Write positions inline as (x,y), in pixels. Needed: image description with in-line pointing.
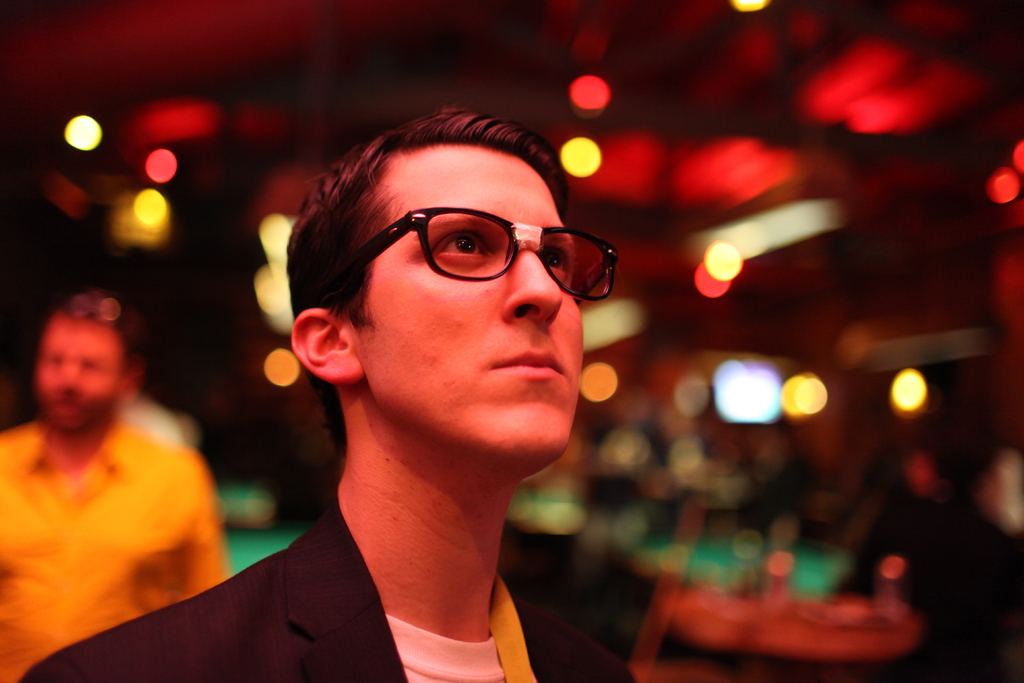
In this picture we can observe a person (341,615). He is wearing a black color coat (347,634) and spectacles (442,234). On the left side (88,511) there is another person (87,515) standing. In the background (144,198) we can observe some lights (726,368).
